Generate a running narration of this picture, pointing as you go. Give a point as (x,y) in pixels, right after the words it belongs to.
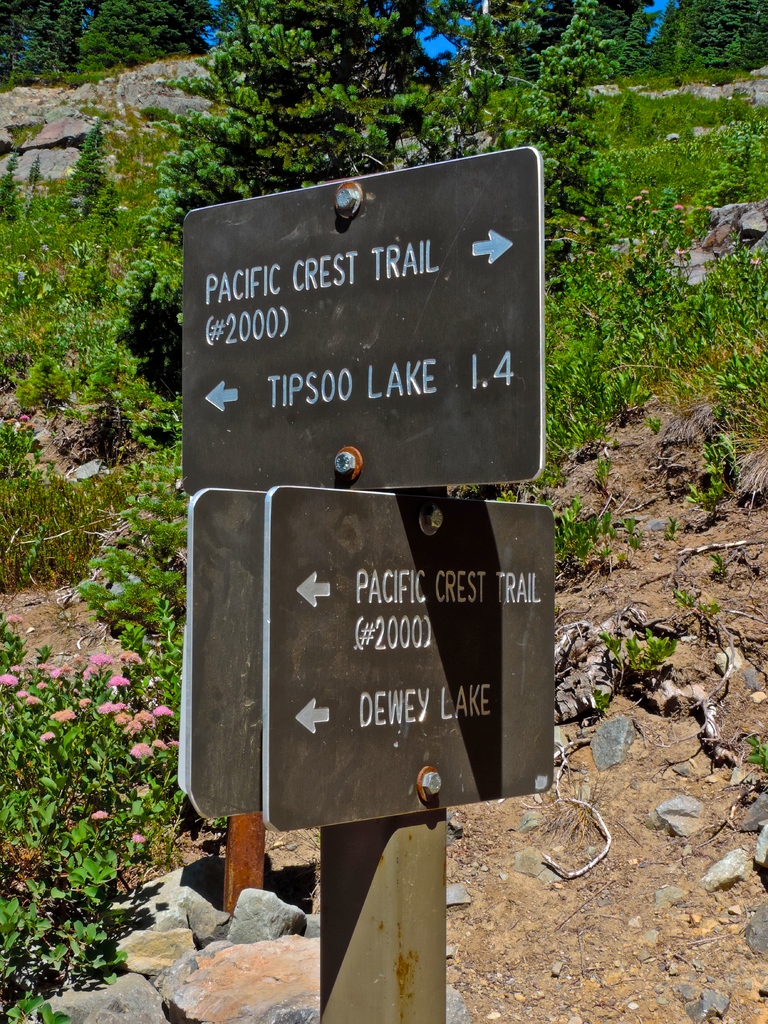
In the foreground of this picture (281,525), there is a sign board (314,348), and in the background (629,264), we can see plants (135,598), flowers (67,685) and rocks (167,976).
